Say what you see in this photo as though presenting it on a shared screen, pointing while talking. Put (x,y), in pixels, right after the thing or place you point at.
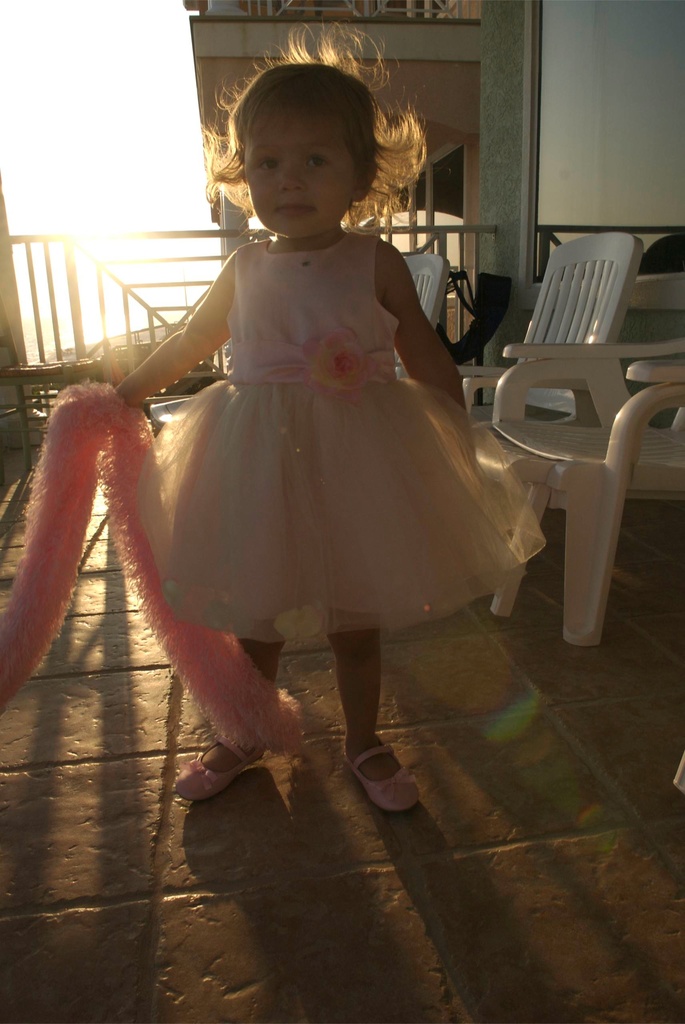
In this picture a small girl (378,764) is standing and dressed up in pink. In the background (557,316) there are few chairs (420,270).
